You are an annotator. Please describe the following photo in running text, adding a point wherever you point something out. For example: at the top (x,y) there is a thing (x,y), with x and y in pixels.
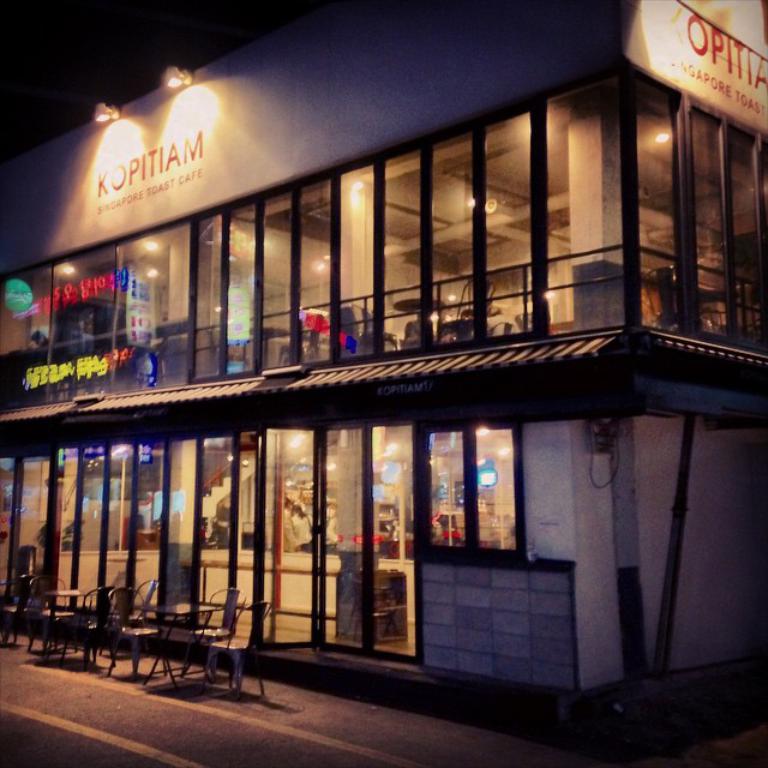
In this image, we can see a building (413,386) with walls (747,8) and windows (717,151). Here there is a railing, chairs (218,634), tables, lights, banner (698,80) and pole (674,594). At the bottom (112,751), there is a road (163,727).
